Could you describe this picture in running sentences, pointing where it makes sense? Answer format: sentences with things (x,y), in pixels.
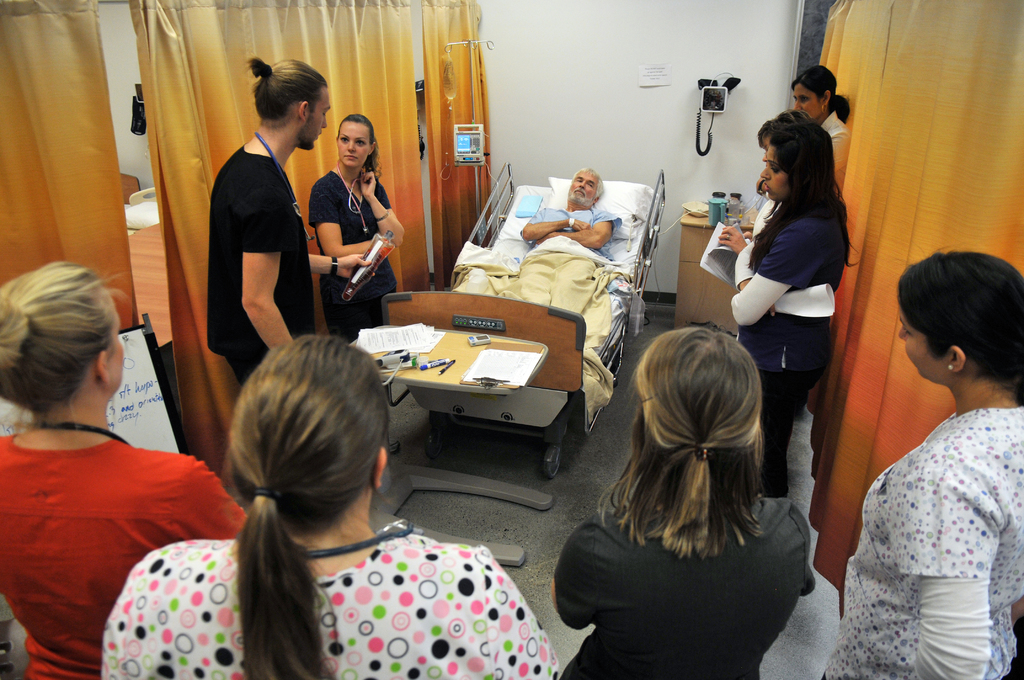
In this image, There is a inside view of a hospital (520,72). There are some people (522,659) standing and wearing clothes (831,223). There is a person (572,229) lying on the bed (569,249). A standing person (258,183) holding a bottle (377,252). There are curtains (341,29) behind this person (263,168). There is a table (696,230) in front of this wall (748,114).
